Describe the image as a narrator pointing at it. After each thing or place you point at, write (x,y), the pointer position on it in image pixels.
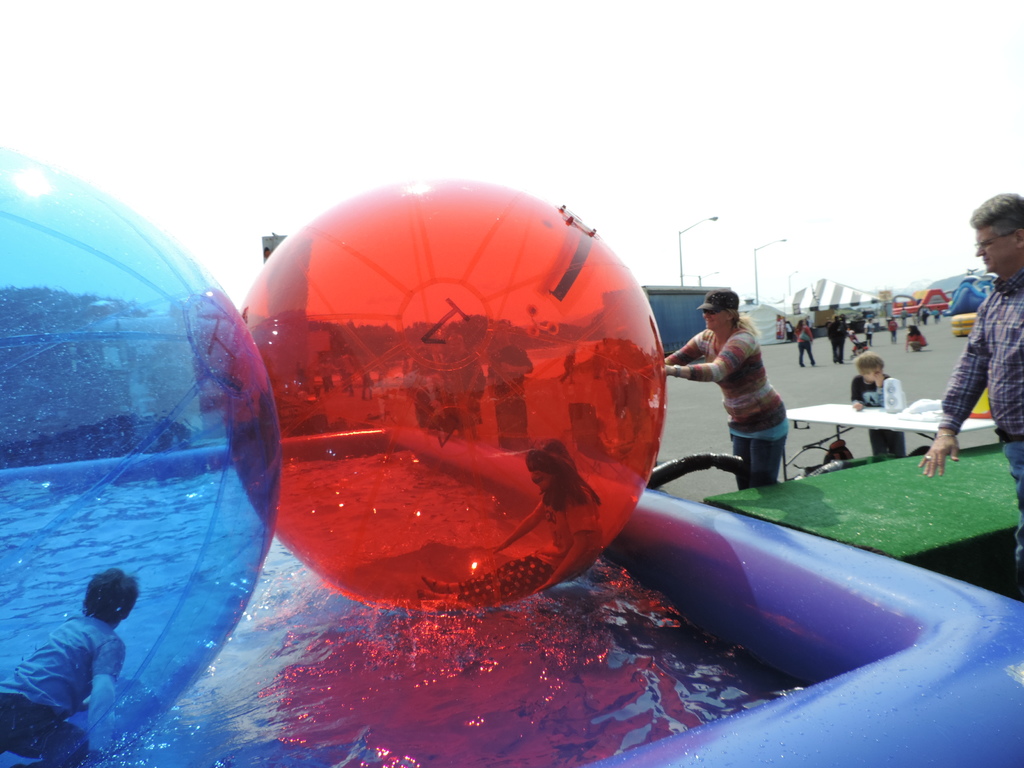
In this image we can see persons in water balloons (354,557) on the water (617,611), persons (957,412) standing on the floor (805,365), street poles (679,249), street lights (679,234), tents (834,286) and sky (311,46).
